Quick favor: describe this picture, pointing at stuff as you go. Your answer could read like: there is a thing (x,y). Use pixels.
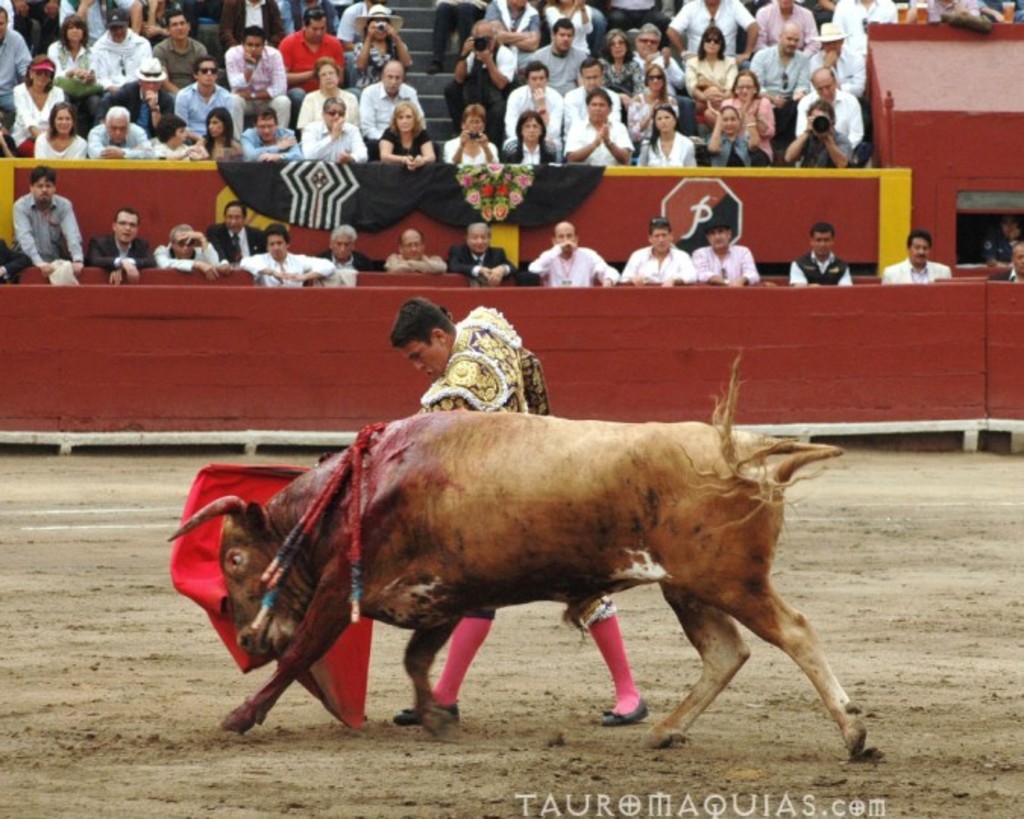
In this image there is a person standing on the ground (200,654) and holding a red cloth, behind him there are so many people (514,156) sitting in the stadium (1020,138) and watching the show.
